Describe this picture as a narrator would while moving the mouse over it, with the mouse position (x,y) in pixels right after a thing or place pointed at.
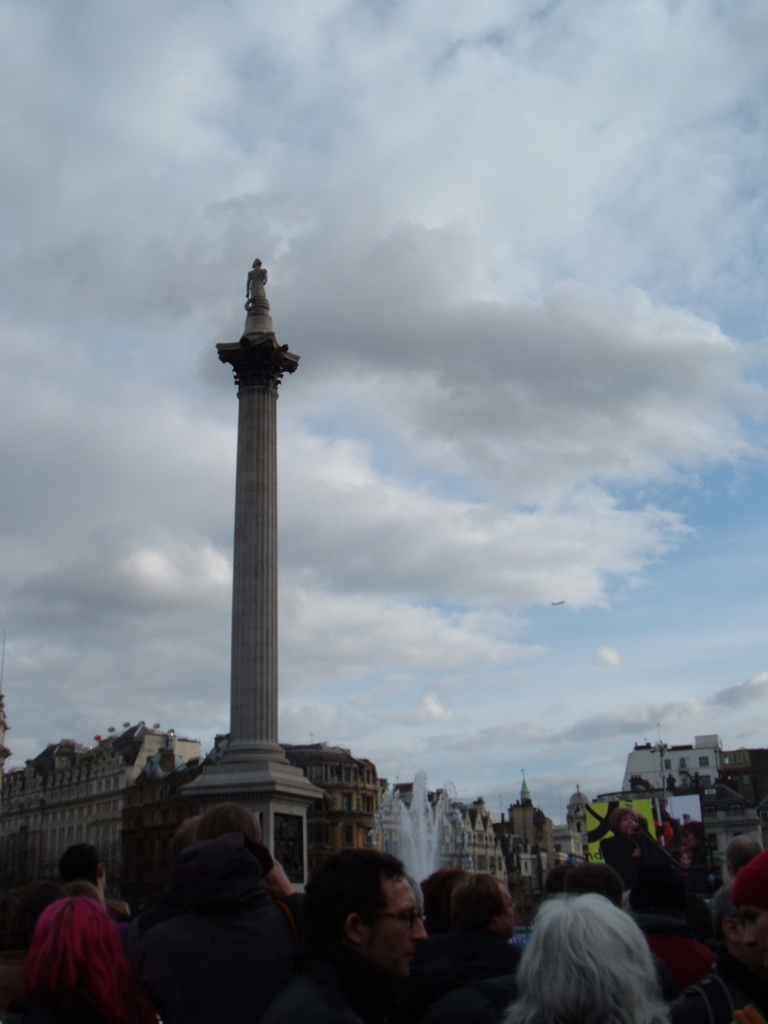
In this image we can see there are so many people (634,947) standing in group, behind them there is a fountain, tower (304,784) and buildings (727,770).
